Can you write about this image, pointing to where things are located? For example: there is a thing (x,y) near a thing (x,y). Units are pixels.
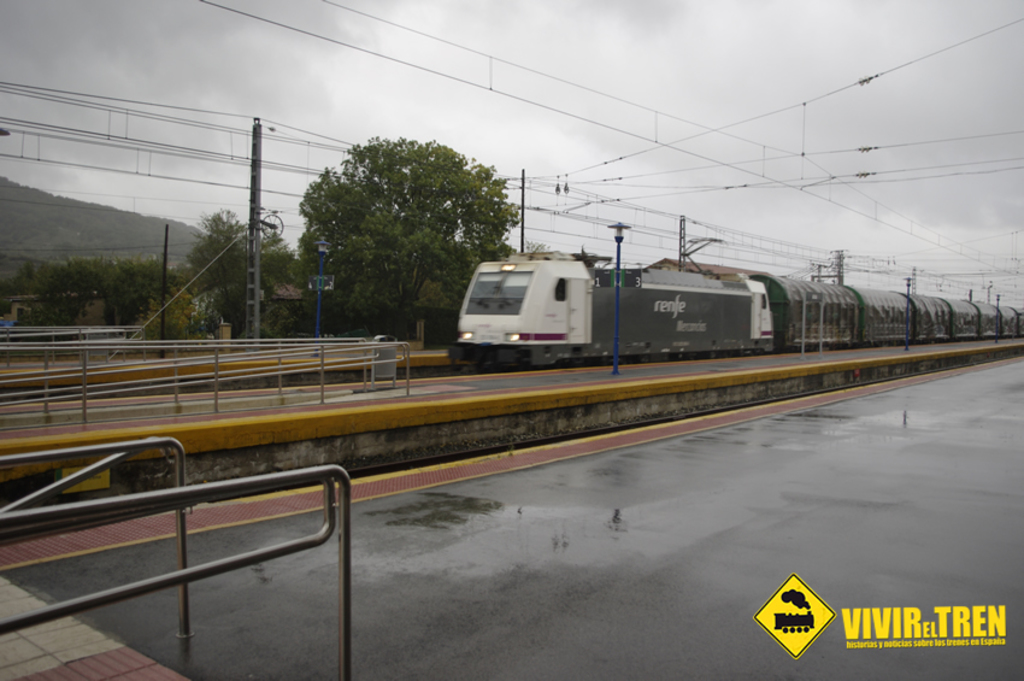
In this image we can see platform (582,442), iron grills (301,366), train (645,316) on the railway track (239,387), street poles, street lights (622,230), electric poles (256,163), electric cables (776,241), trees (302,210) and sky (733,194) with clouds (565,151).
